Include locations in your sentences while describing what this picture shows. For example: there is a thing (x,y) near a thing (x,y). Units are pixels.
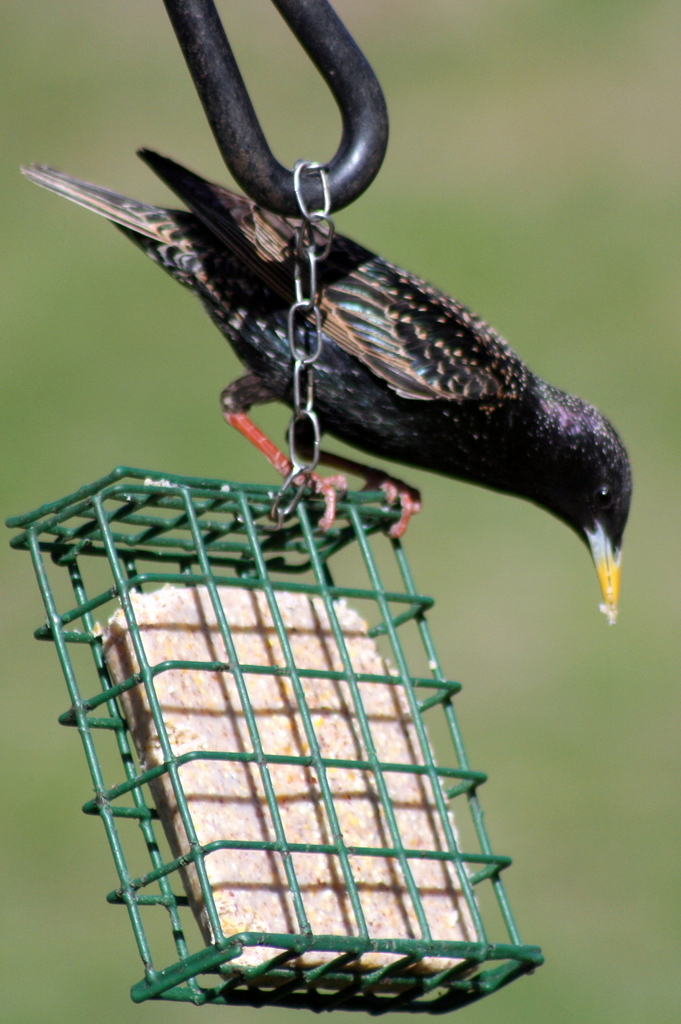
In the image we can see a bird (498,424), small cage (131,482), food (259,719) in a cage (307,761) and this is a chain (298,181).
